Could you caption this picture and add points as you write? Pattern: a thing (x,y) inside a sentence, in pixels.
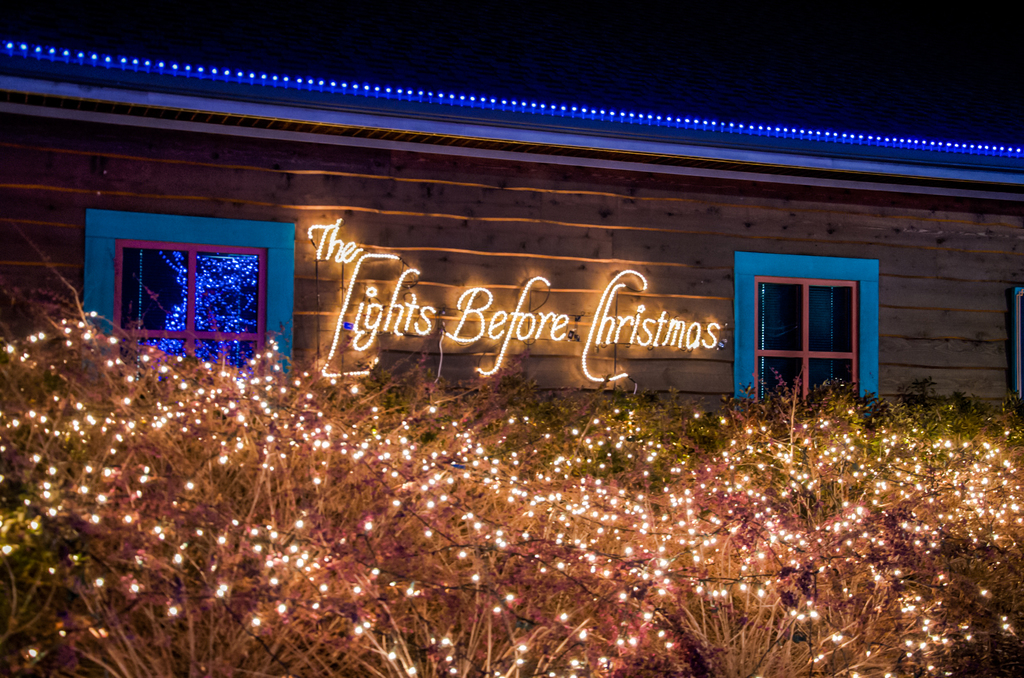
In this image we can see decorative lights (446,556) on the plants (530,479) and on the roof (455,97). We can see windows (857,282), texts (346,260) written with lights (371,296) on the wall (429,218) and at the top (662,105) the image is dark.
